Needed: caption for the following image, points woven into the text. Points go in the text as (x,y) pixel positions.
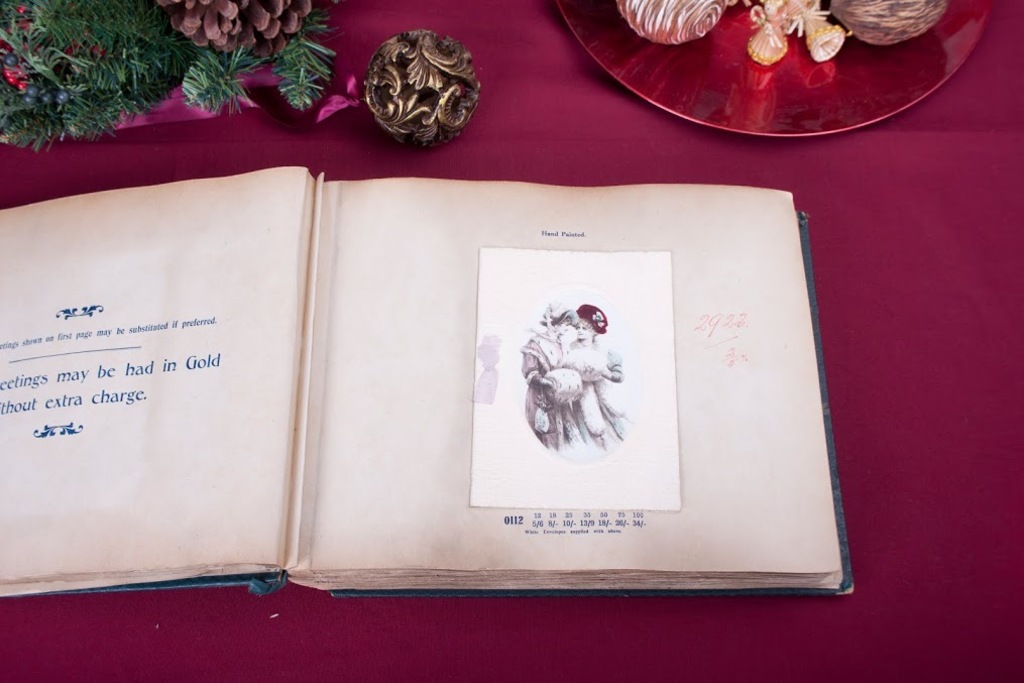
In this picture there is a book (481,188) and there are objects (826,72) on the table (909,545) and there are pictures (598,497) of a two people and there is text (564,531) on the book (422,441) and there is a maroon color cloth (941,551) on the table (909,545).
